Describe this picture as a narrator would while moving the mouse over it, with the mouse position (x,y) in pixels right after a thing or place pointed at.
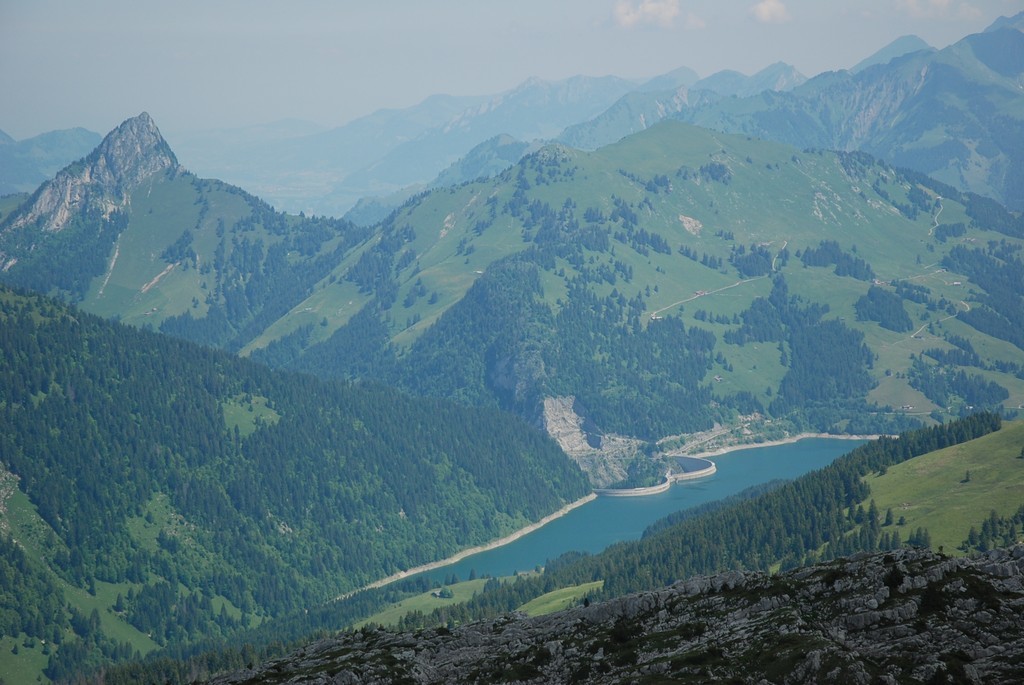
There is a river (683,483) and trees (377,443) are present in the mountains (255,260) as we can see in the middle of this image (522,323) and there is a sky (574,33) at the top of this image (575,38).
